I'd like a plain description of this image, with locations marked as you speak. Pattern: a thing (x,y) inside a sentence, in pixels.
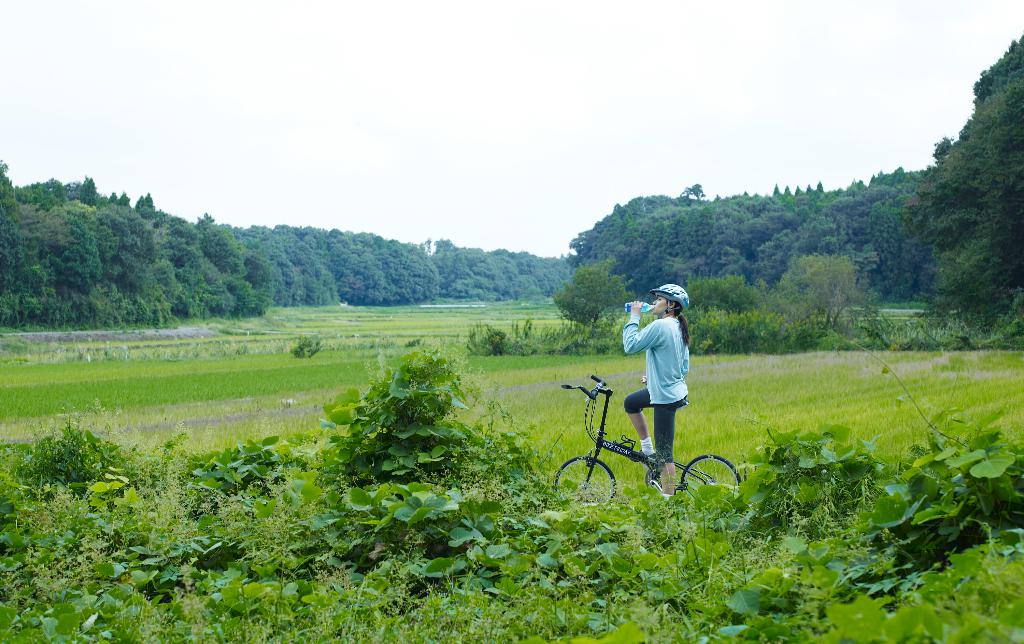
In this picture I can see a woman (638,321) holding a water bottle (644,306) and sitting on the bicycle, there are plants (952,446), grass (549,414), there are trees (190,261), and in the background (345,59) there is the sky (660,12).
